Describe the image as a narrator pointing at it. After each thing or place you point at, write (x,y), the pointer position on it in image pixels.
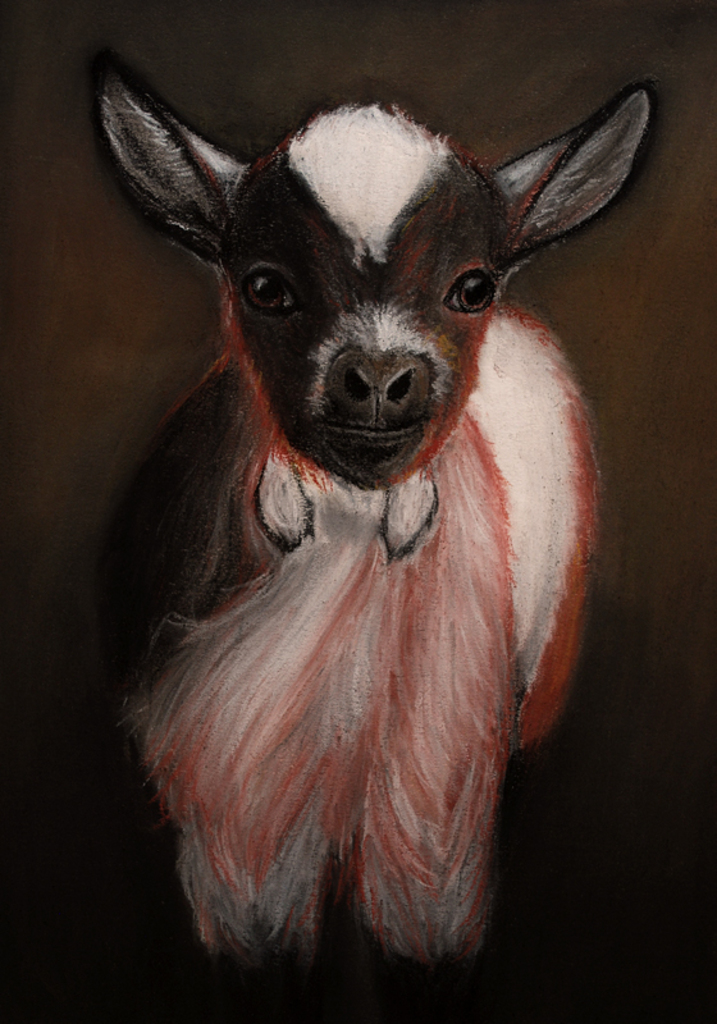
In this image I can see a painting (289,361) of an animal (381,426). The background (630,300) is dark.
